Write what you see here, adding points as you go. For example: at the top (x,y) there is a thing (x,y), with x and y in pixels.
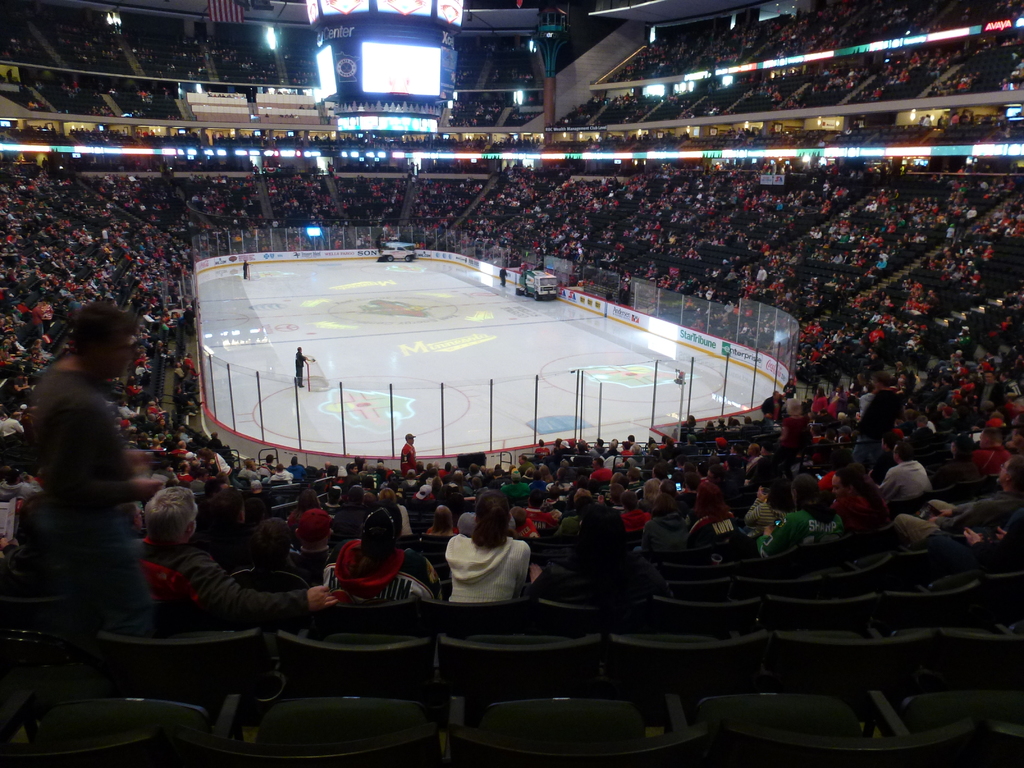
In the center of the image (504,269), we can see some people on the ice (452,323) and there is a fence (476,406), some vehicles (545,290). In the background (828,286), there is a crowd (408,552). At the top (348,121), there are lights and boards (410,47) and at the bottom (560,670), there are chairs (380,633).
